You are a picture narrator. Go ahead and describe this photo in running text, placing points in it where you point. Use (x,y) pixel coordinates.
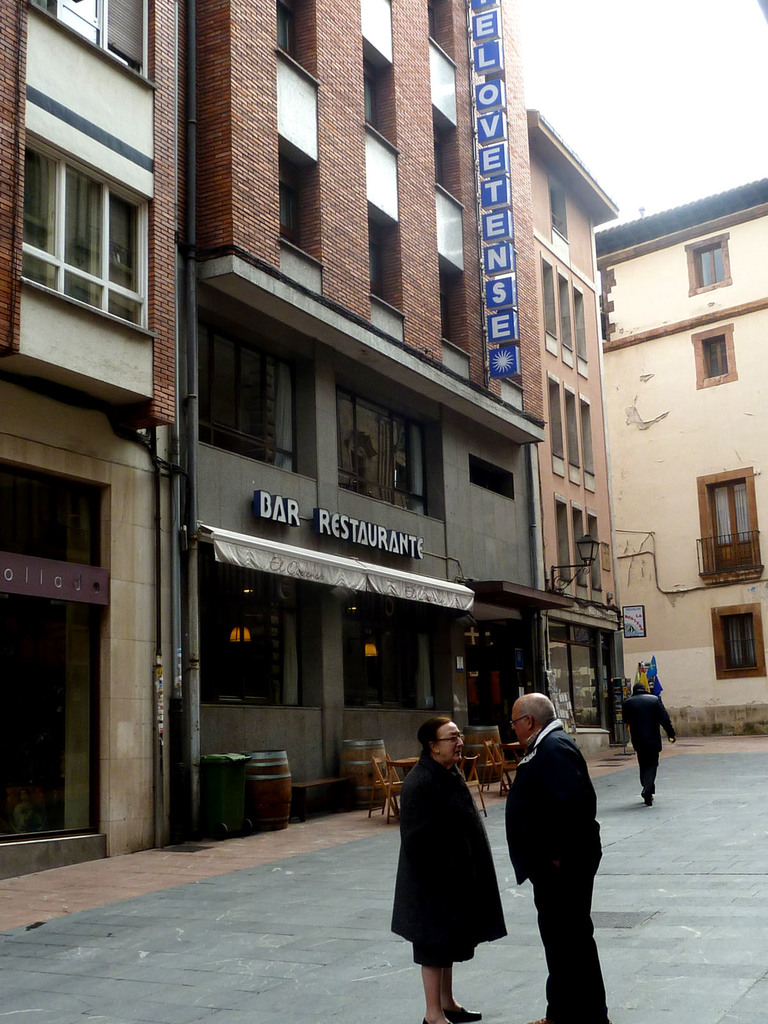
In this image there are few buildings (340,670) in front of that there are some people (558,760) standing on road (758,756), also there are chairs (489,771) and tables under the tent (429,596) in front of building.
